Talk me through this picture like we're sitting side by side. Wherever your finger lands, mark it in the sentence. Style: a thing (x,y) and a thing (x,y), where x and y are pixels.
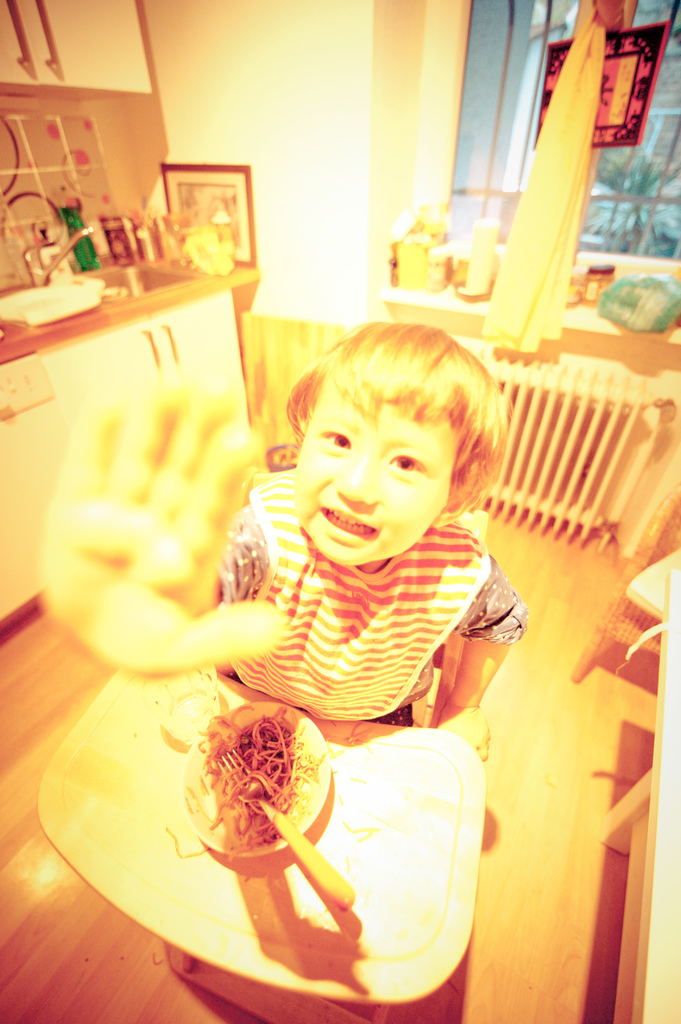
In this image we can see a person (468,675) sitting on a chair (447,671). In front of the person (312,612) we can see few objects (291,818) on a table (288,943). Behind the person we can see a wall (327,118), window (462,173), a cloth (501,274) hanged and few objects (481,278) on a table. In front of the window (510,120) we can see few objects (612,306) on a shelf (434,301). In the top left (45,58), we can see a cupboard (43,49). On the right side (674,861), we can see few objects (650,784).
